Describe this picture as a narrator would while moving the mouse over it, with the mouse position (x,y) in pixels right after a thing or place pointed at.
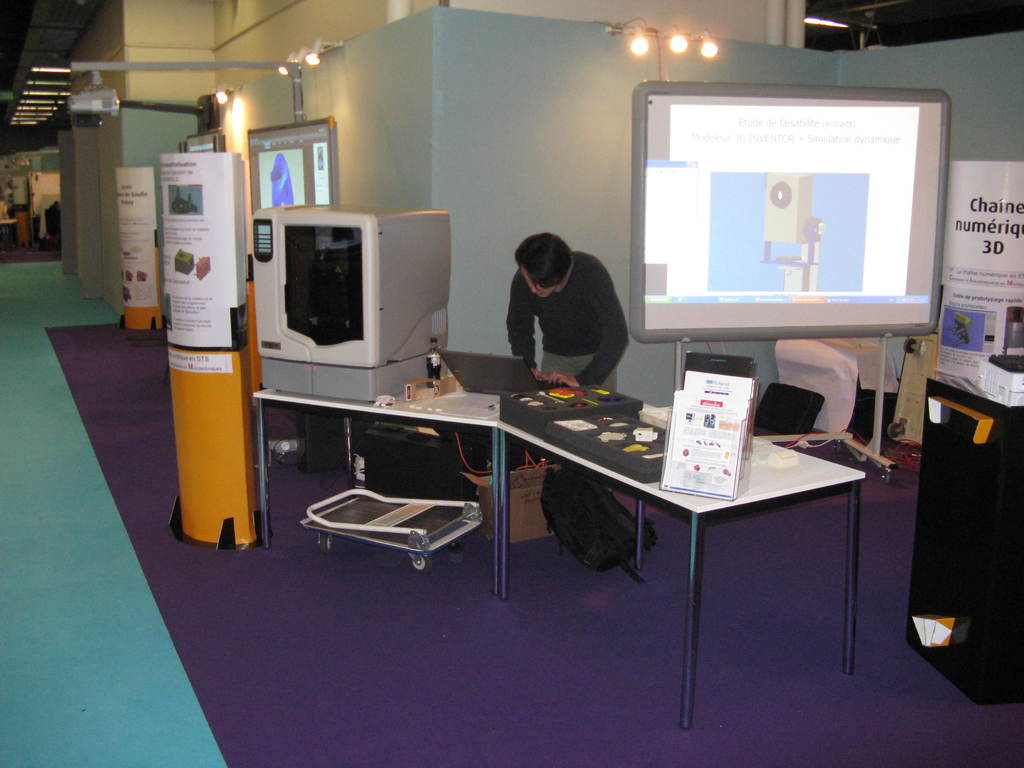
As we can see in the image there is a wall (491,161), a man (552,264) standing over here, screen (745,255), banner (971,317) and table (501,421).
